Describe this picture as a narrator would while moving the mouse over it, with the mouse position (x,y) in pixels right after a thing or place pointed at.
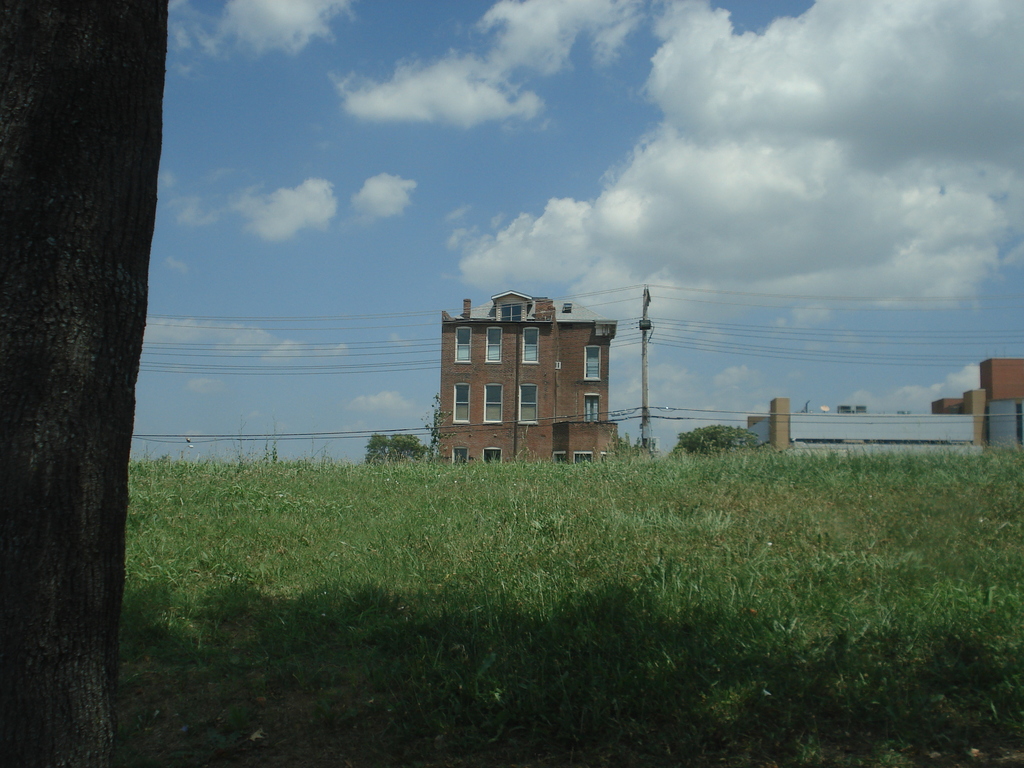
In this picture I can see the buildings (523,390), electric poles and wires (709,410). At the bottom (666,675) I can see the grass (666,675), plants (645,466) and farm land (731,496). In the background (410,438) I can see the trees (695,438). At the top (762,128) I can see the sky (647,125) and clouds (515,111).
